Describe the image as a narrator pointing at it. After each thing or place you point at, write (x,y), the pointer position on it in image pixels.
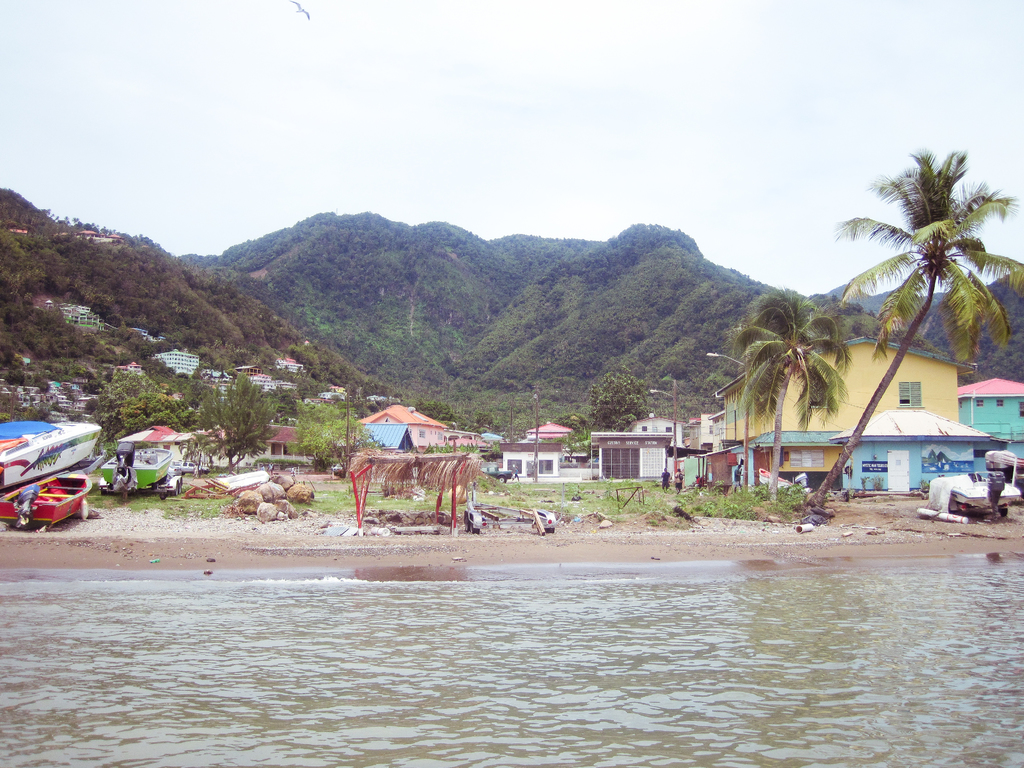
In the image we can see there is water (483,690) and there are boats (106,479) parked on the ground (192,500). There are buildings (915,389) and there are trees (584,406). Behind there are hills (590,256) covered with trees (460,306) and there is a cloudy sky (546,231). There is a bird (297,6) flying in the sky (29,61).
